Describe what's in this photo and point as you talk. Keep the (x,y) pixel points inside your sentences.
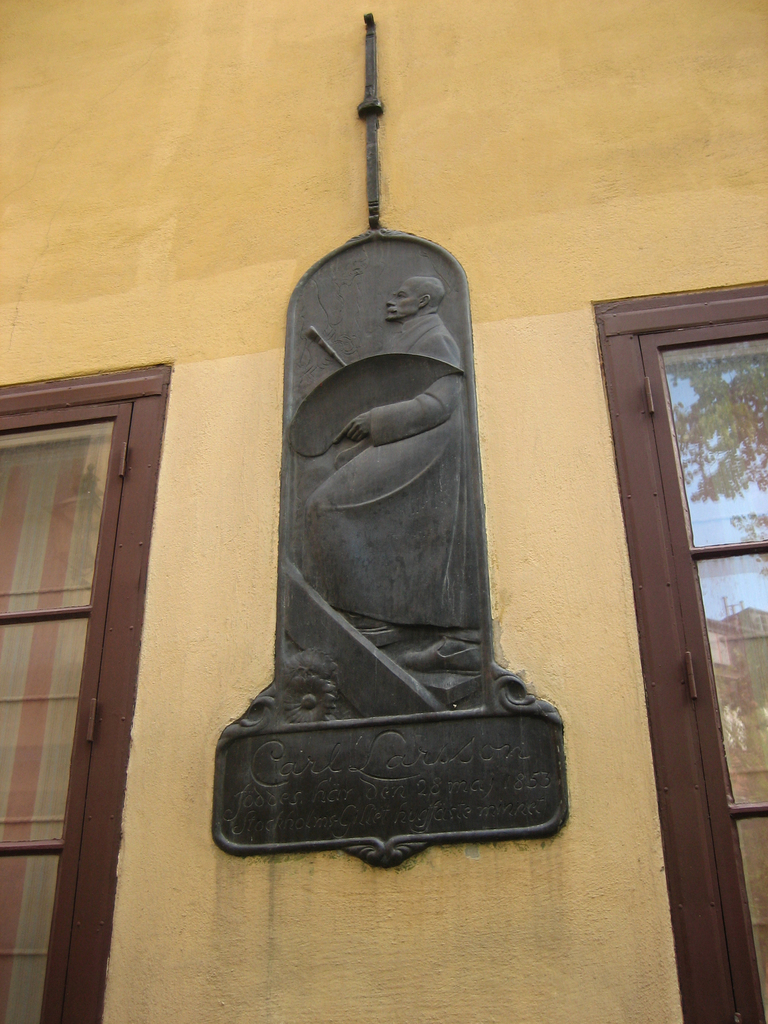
In this image we can see few windows (88,675). We can see the reflection (727,507) of a building (731,625) and a tree (730,455) on the window glass (712,452) at the right side of the image (751,424). We can see the sculpture (436,536) of a person (420,604) on the wall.
